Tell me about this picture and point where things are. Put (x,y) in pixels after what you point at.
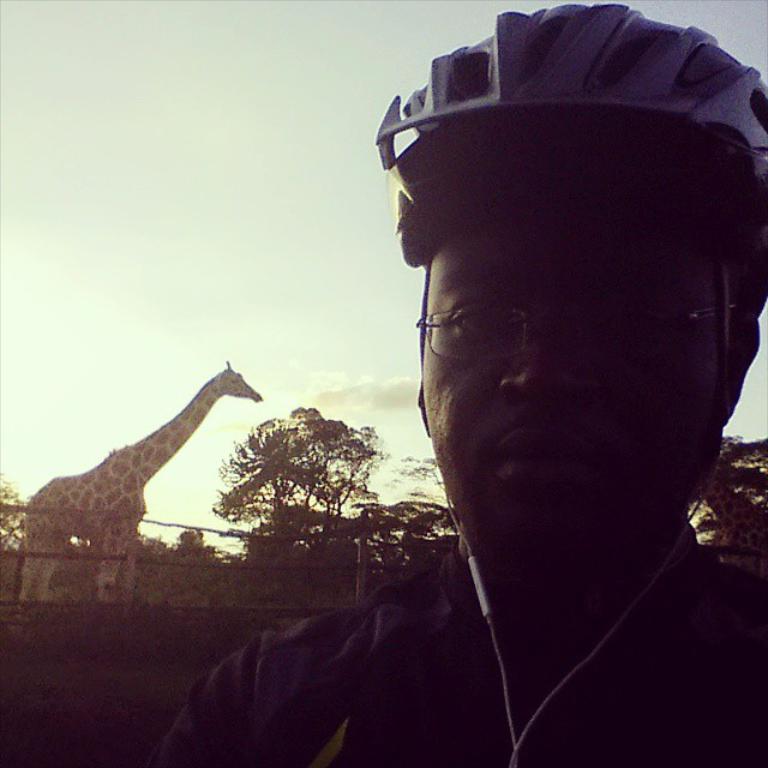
This image consists of a person (536,505). He is wearing a helmet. There is a giraffe (135,460) on the left side (148,459). There are trees (286,502) in the middle (357,498). There is sky (252,184) at the top (211,217).
